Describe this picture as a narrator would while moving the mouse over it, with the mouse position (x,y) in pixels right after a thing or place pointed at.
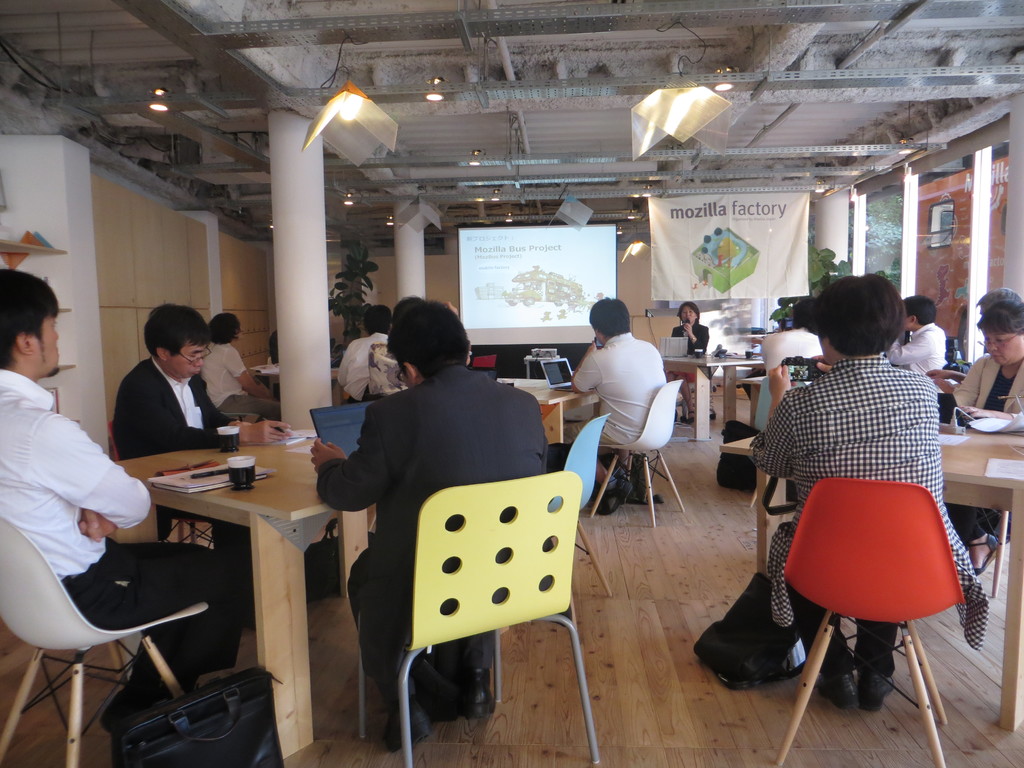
In this image I see number of people (1004,304) sitting on the chairs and there are tables (1020,613) in front and there are few laptops (674,342) on tables (1008,505). In the background (214,306) I see the wall (99,401), lights (708,106), banner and the screen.
